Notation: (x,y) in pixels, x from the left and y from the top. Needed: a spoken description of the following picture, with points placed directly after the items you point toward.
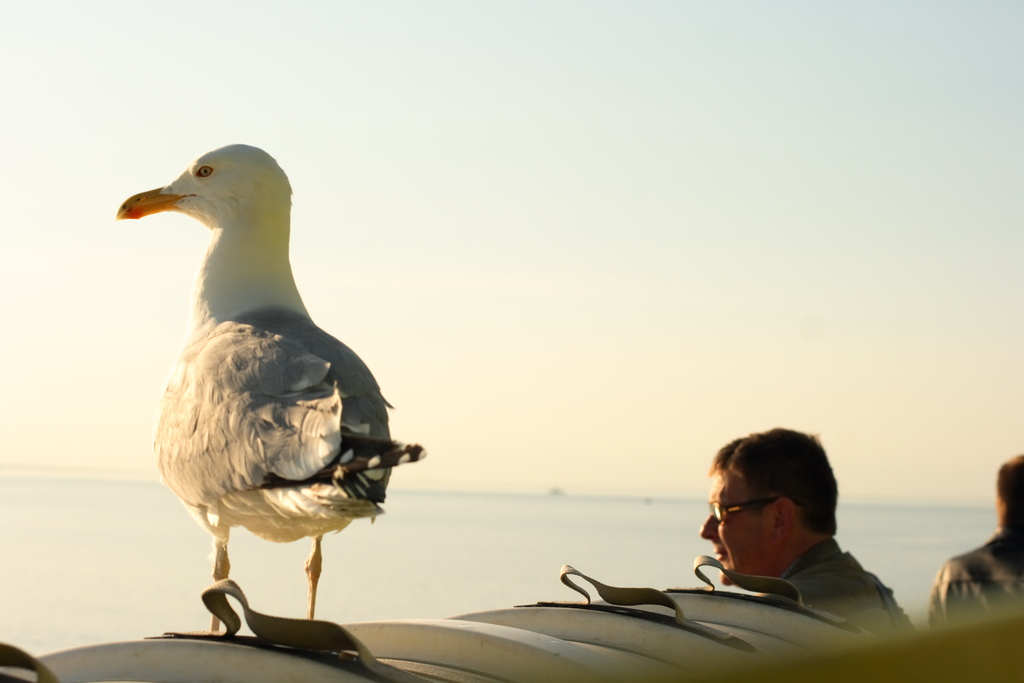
This picture contains a bird (239,320). This bird (225,334) is in black and white color with a yellow color beak (147,197). It is on the white wall (365,625). Beside the wall (297,647), we see two men (789,540) are standing. In the background (482,551), we see water (56,544). At the top of the picture (536,166), we see the sky (480,230).
